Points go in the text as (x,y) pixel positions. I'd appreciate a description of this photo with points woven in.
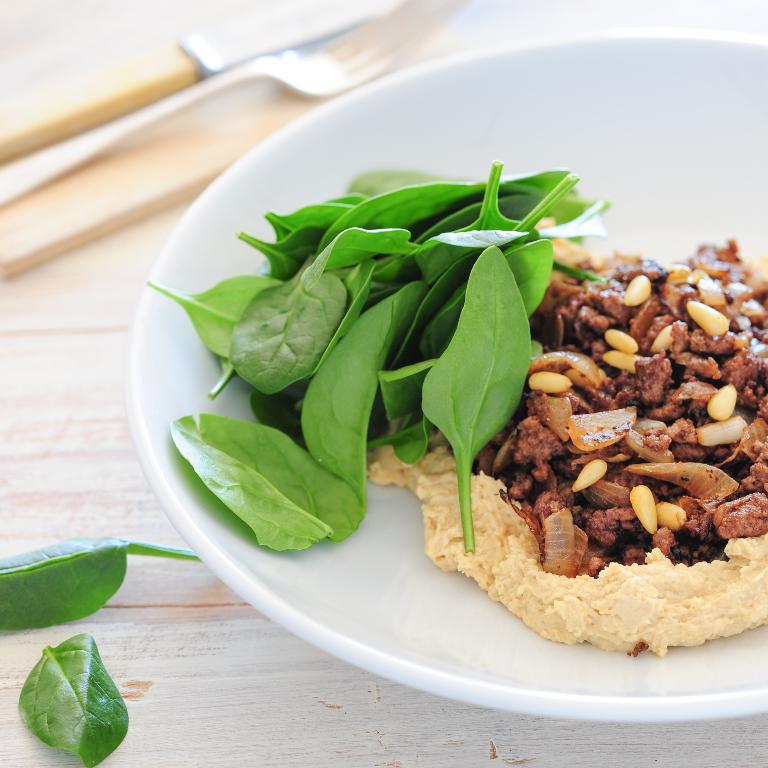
In this image we can see some food (393,450) and leafy vegetables (375,341) in a plate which is placed on the table (404,697). We can also see a knife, fork (266,65) and some leaves (97,573) beside it.
